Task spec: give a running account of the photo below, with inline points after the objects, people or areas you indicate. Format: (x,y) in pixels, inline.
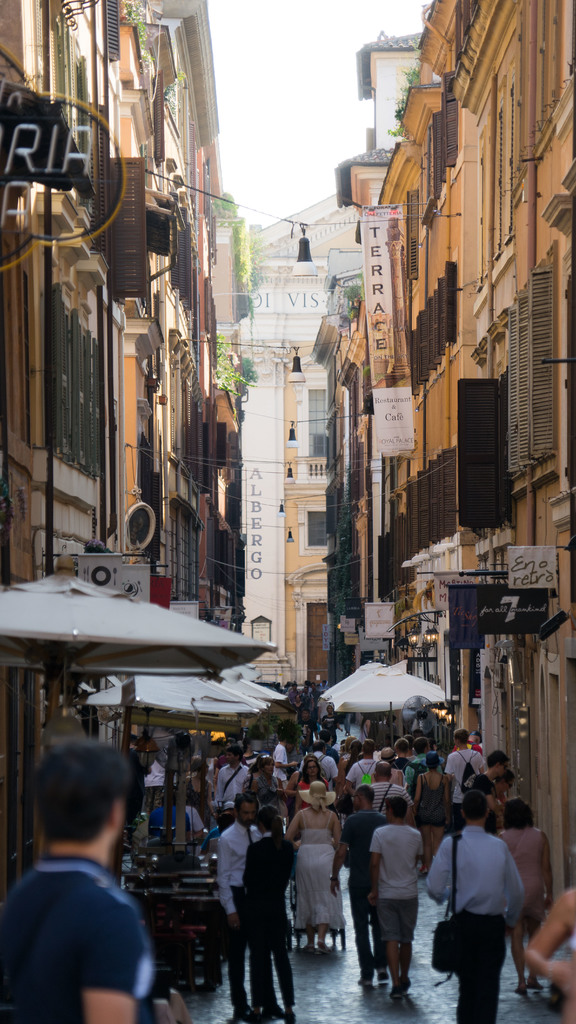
In this image I can see the group of people (255,859) with different color dresses (353,828). On both sides of these people (313,853) I can see the tents (238,704) and the buildings (331,563) with many boards (256,560). In the background (214,418) I can see few more buildings (238,318) and the sky (266,144).
